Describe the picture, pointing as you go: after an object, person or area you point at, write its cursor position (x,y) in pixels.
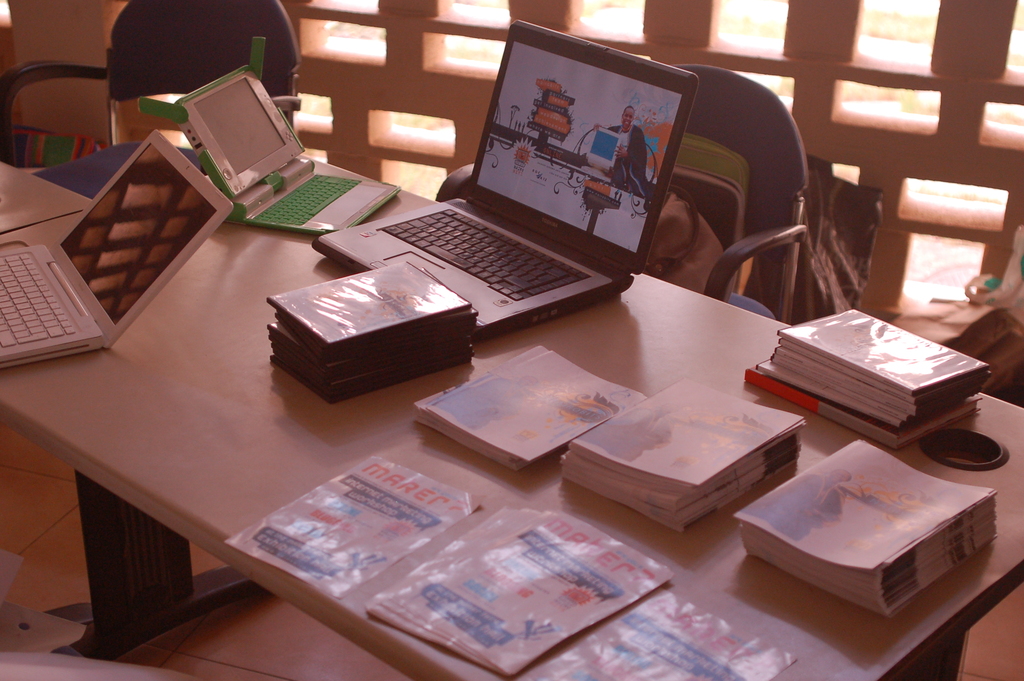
Here we see some books (688,450), laptops (382,195) on the table (112,497) and we see couple of chairs (94,77).
